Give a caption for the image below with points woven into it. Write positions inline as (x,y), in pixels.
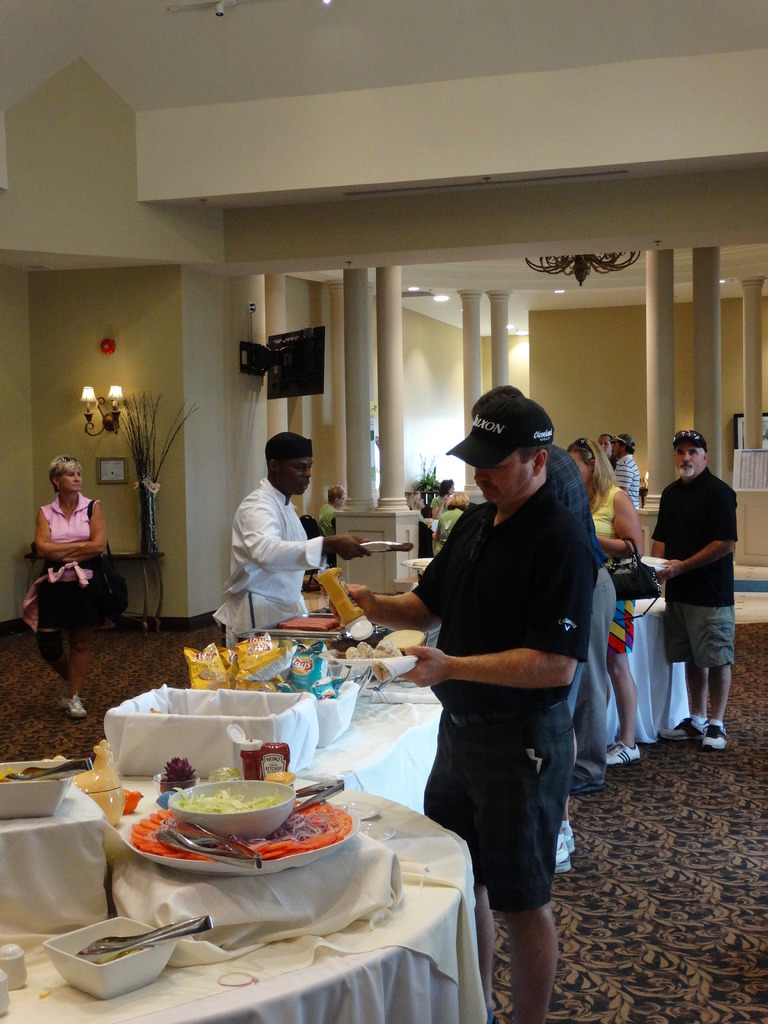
In this image I can see number of people (518,486) are standing. On these tables (370,704) I can see food (257,801) and few plates (217,795). In the background (287,358) I can see a television (291,383) and few lights (86,416).
